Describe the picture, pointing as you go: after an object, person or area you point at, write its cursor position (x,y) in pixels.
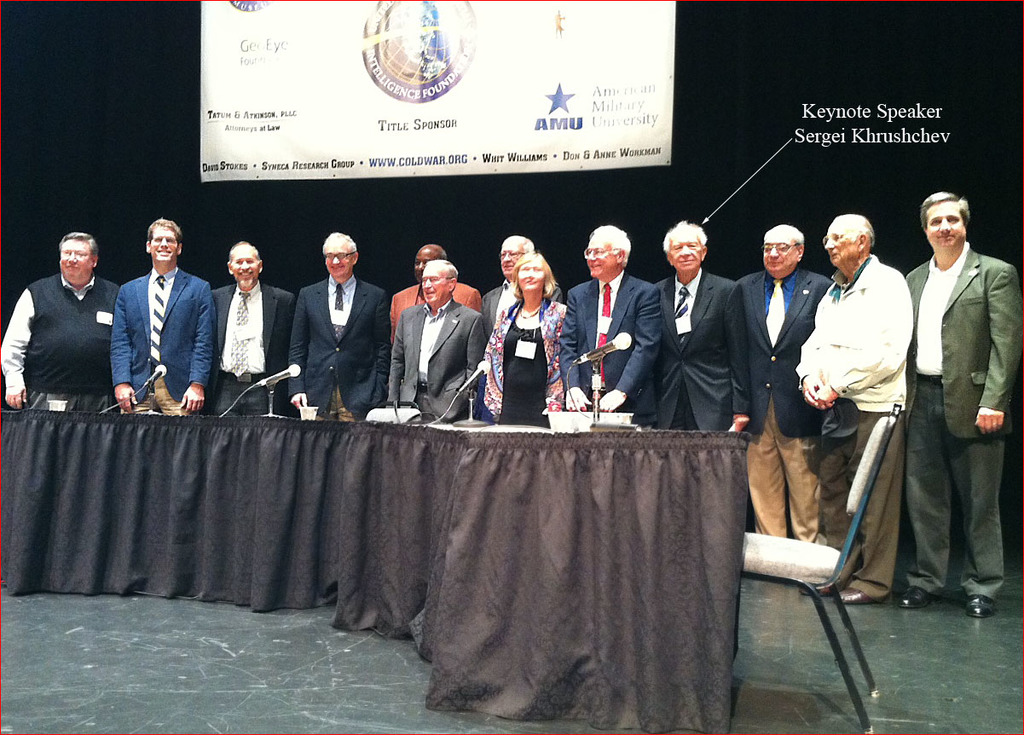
In this picture we can see people (819,385) on the floor (904,576), here we can see a chair (797,571), mics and some objects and in the background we can see a banner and some text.
